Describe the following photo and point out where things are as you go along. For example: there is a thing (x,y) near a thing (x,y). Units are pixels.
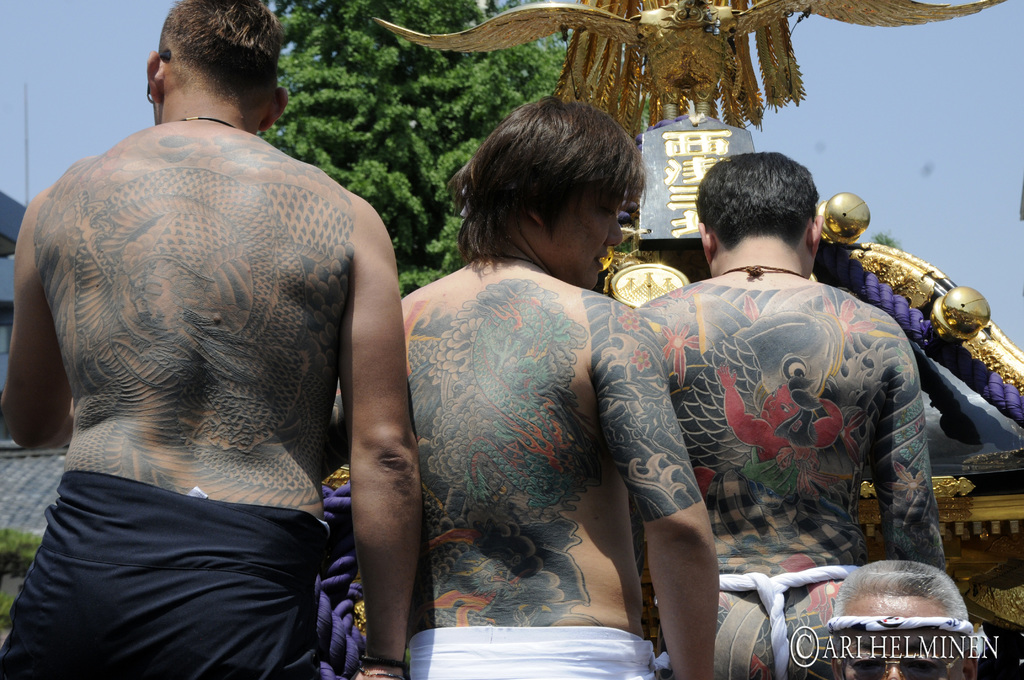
This image is taken outdoors. In the middle of the image (517,368) there are three men (674,536). There are many tattoos (447,373) on their bodies (665,465). At the bottom of the image (921,637) there is a man (943,602). In the background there is a sky (955,86) and there is a tree (415,138).
